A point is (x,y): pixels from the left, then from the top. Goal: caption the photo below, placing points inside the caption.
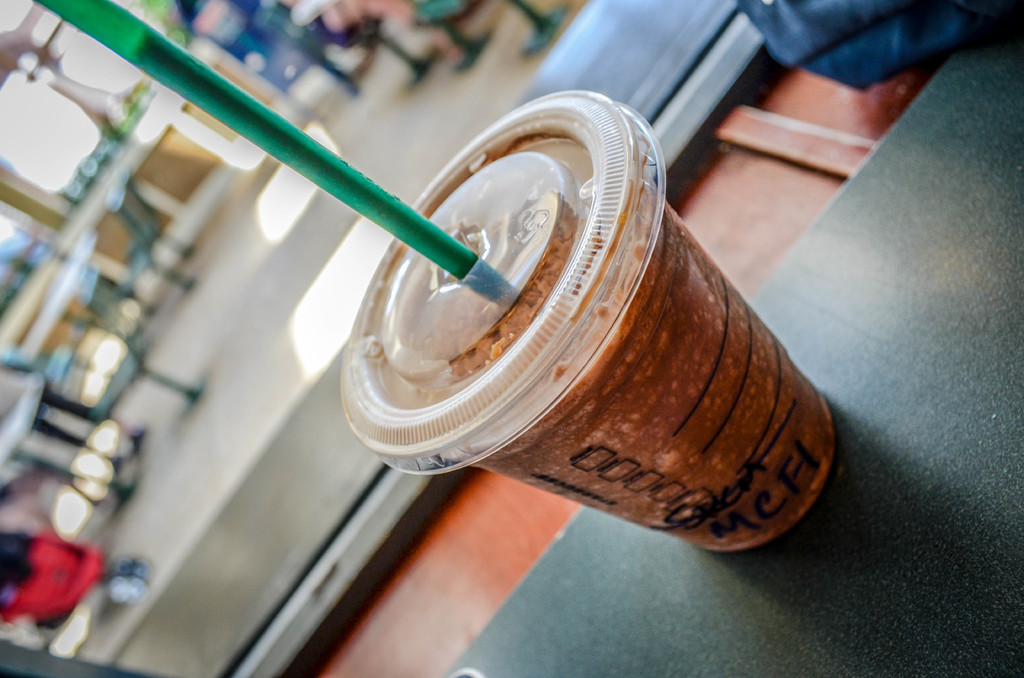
In the image there is a soft drink cup (580,296) with straw (317,161) on a table (675,629), in the back (89,288) there are many tables (35,382) and chairs (106,282) on the floor (212,573), this seems to be clicked in a restaurant (740,77).
